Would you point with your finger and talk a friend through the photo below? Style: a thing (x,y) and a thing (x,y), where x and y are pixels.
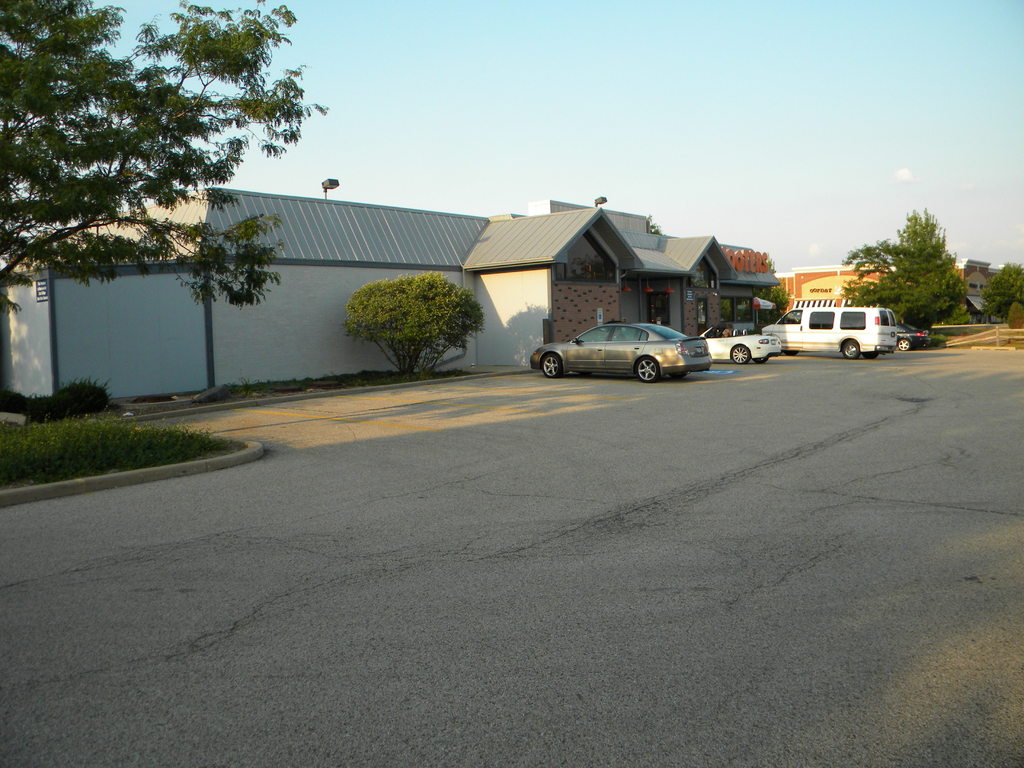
In this picture there are houses (642,288) in the center of the image (519,346) and there are cars (655,356) in front of the houses (309,211) and there is greenery (992,309) in the image and there are poles (324,195) in the background area of the image (336,186).
